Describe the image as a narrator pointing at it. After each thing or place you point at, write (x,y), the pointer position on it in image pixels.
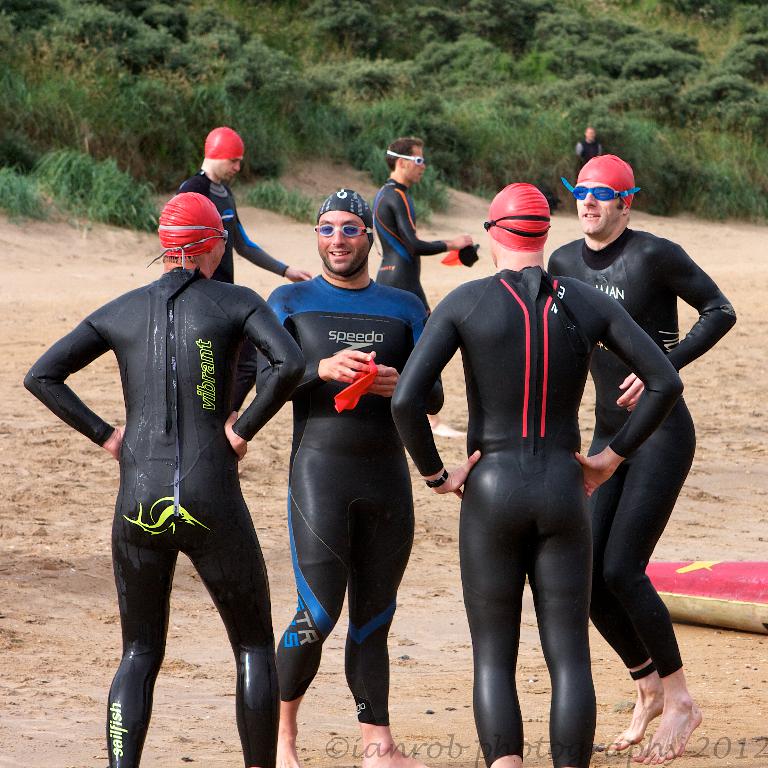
In this image we can see few people (449,240). Some are wearing caps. Some are wearing goggles (338,229). In the back (283,90) there are plants (294,79). At the bottom (459,751) there is text (690,747).
